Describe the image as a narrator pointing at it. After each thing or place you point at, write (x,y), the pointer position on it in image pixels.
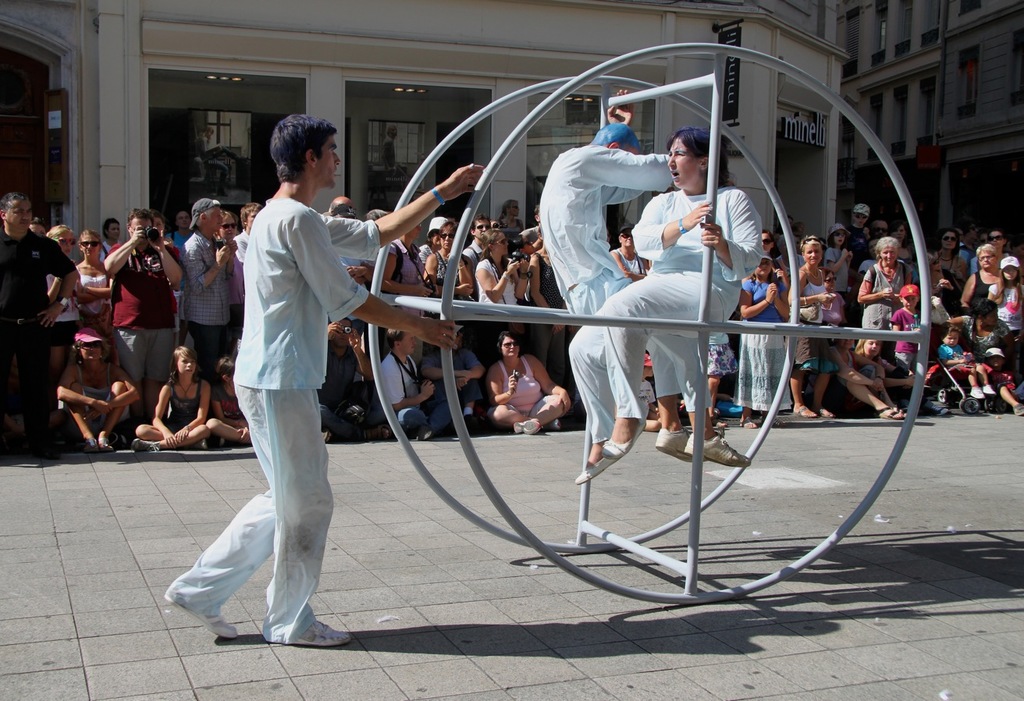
In this image I can see two people (642,295) sitting on the metal rods (600,320). I can see one person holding it. These people (449,340) are wearing the white color dresses (358,287). In the background (504,299) I can see the group of people (752,353) with different color dresses (432,356). I can see one person (162,274) is holding the camera (150,232). I can see the buildings (707,39) at the back (871,52). There are some boards (729,25) to the buildings (560,53).
